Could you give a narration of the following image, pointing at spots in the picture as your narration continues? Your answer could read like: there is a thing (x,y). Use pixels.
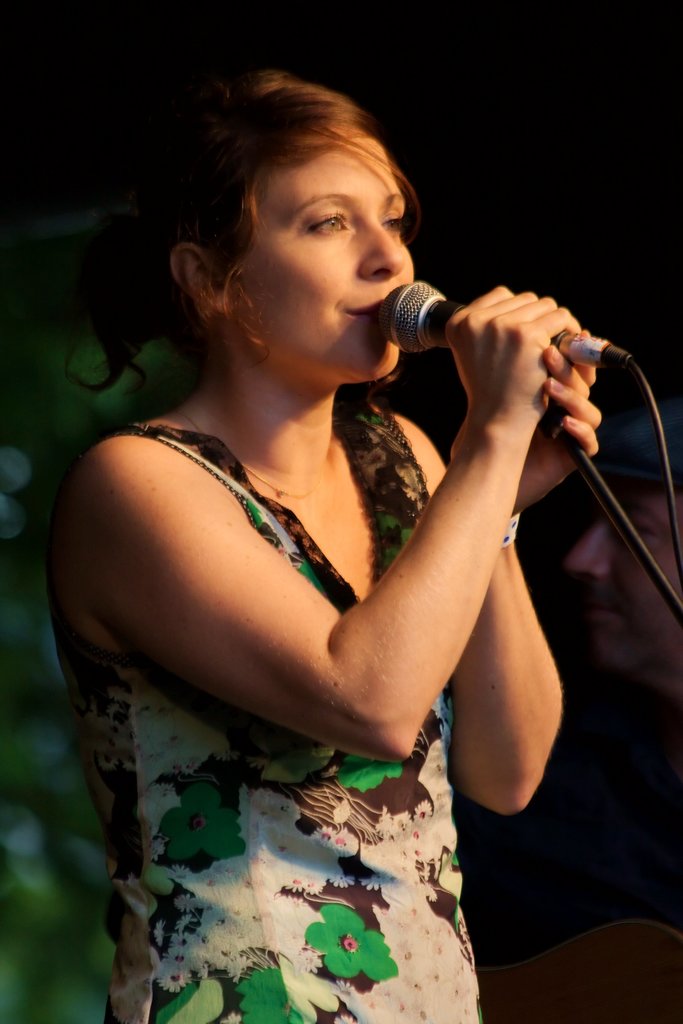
In this picture we can see woman (497,483) holding mic (431,327) with her hand (483,374) and singing and in background (316,62) it is dark.
